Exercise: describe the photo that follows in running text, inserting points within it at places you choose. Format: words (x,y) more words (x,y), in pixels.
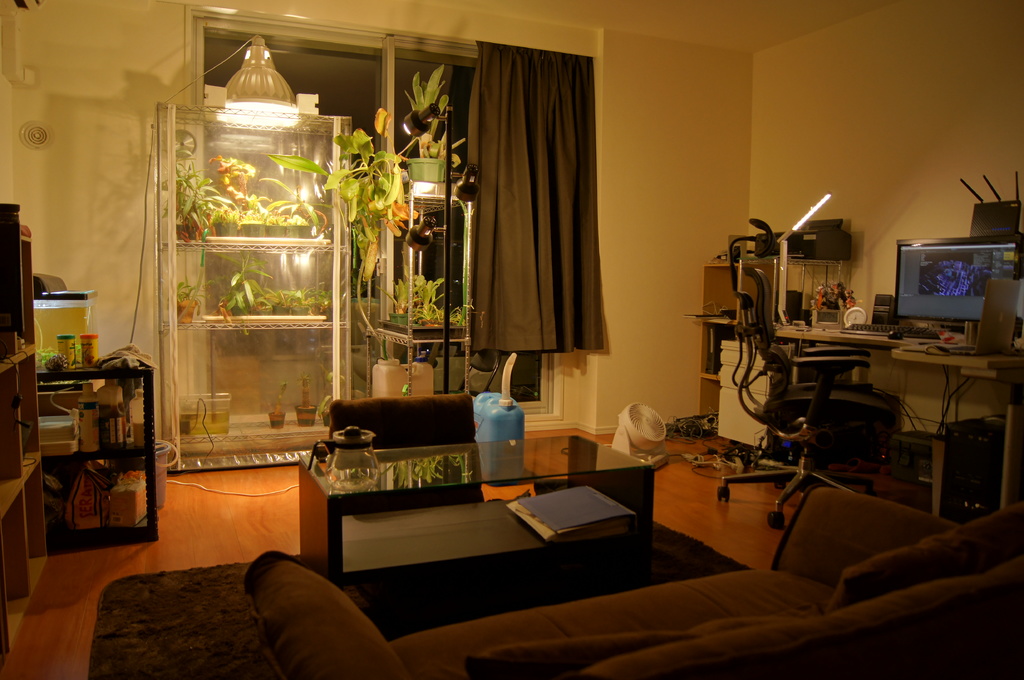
In this picture we can see a jug (338,477) on a glass table (392,496). There is a file (562,525) under the glass table (408,533). We can see a can (491,410), and other objects (726,346) on the floor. There is a sofa (256,581) and a carpet (195,585) on the floor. We can see a chair (802,467). There is a computer (1009,256), keyboard (918,326), mouse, laptop (1002,323) and other objects (784,268) on the shelves (720,273). We can see a few houseplants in a glass container (176,370). There are a few bottles (92,384), bags (99,496), boxes (56,430) and few things (66,419) in a wooden object (66,458). There is a curtain (473,258) in the background (540,64).
